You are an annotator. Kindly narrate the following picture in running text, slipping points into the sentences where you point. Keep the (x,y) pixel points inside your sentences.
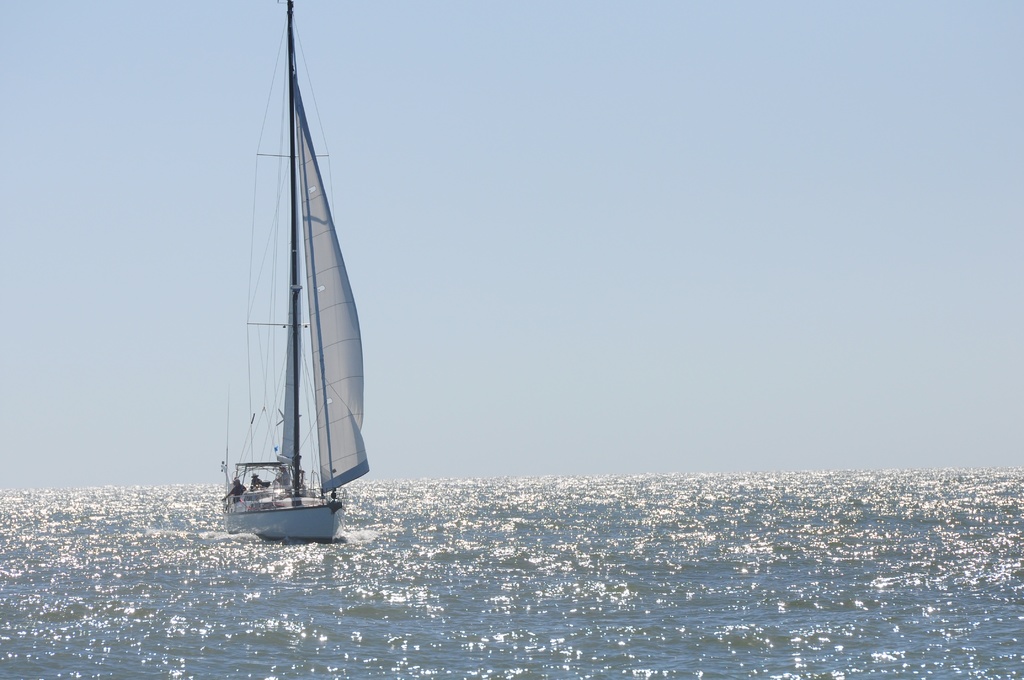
In the image there is a boat (265,462) sailing on the water surface (448,493), it has a huge mast (293,48).
